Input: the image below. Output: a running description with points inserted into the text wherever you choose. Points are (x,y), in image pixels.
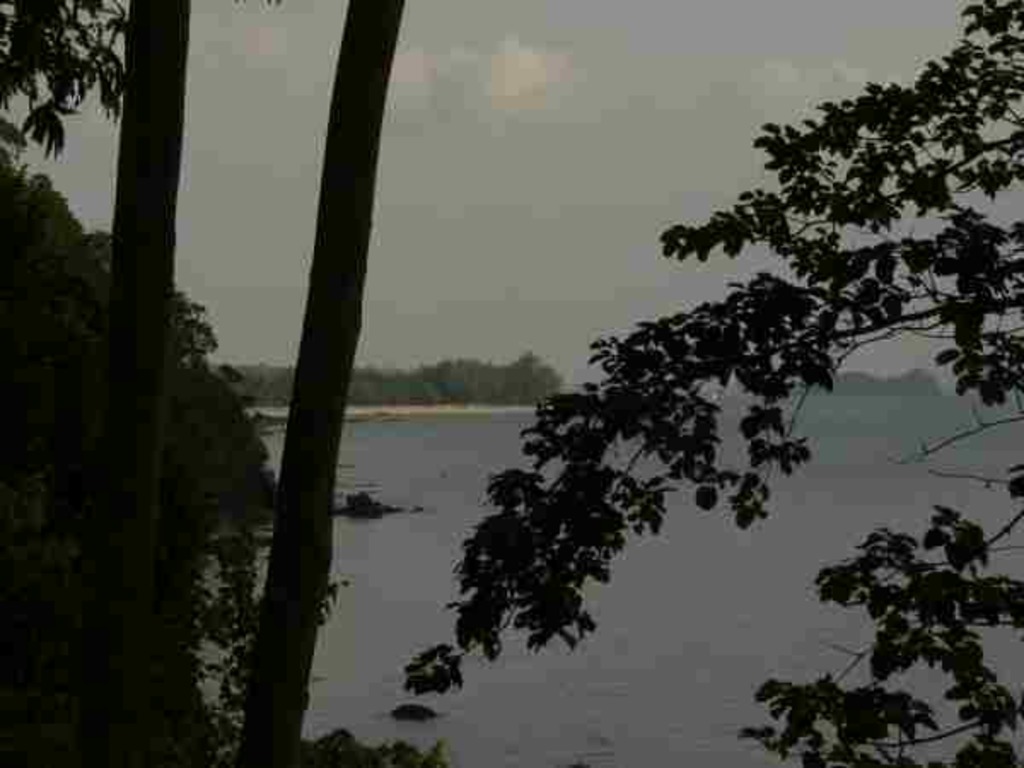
In this image we can see sea (790,477), trees (514,507) and sky (610,128) with clouds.
